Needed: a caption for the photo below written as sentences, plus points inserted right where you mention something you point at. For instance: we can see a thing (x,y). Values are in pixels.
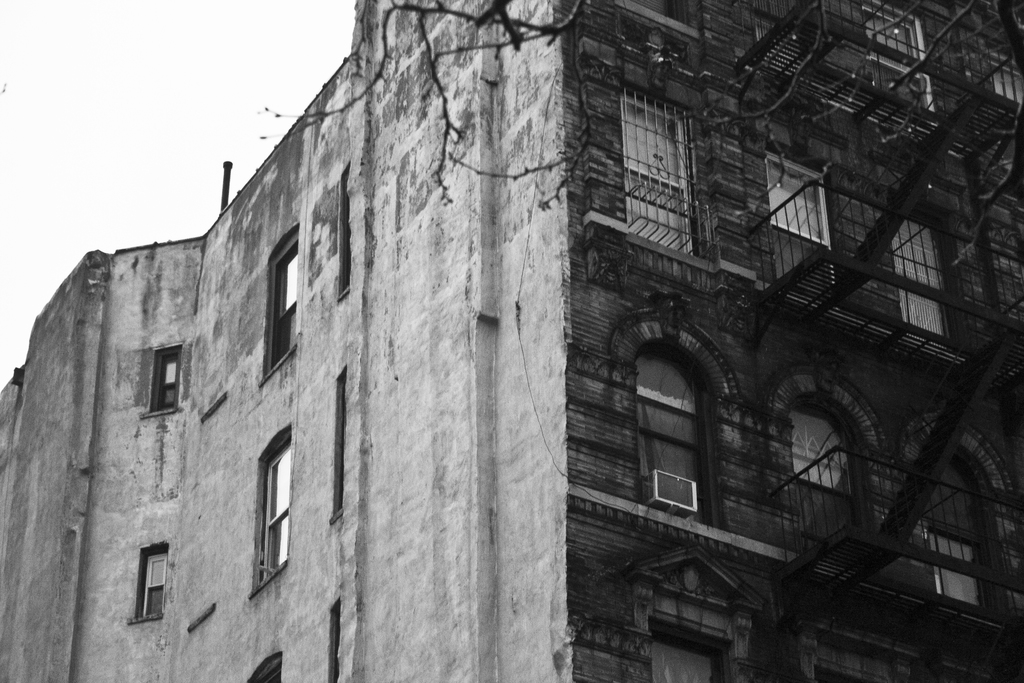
In this black and white image there is a building (437,336). In the background (131,87) there is a sky (161,80).
